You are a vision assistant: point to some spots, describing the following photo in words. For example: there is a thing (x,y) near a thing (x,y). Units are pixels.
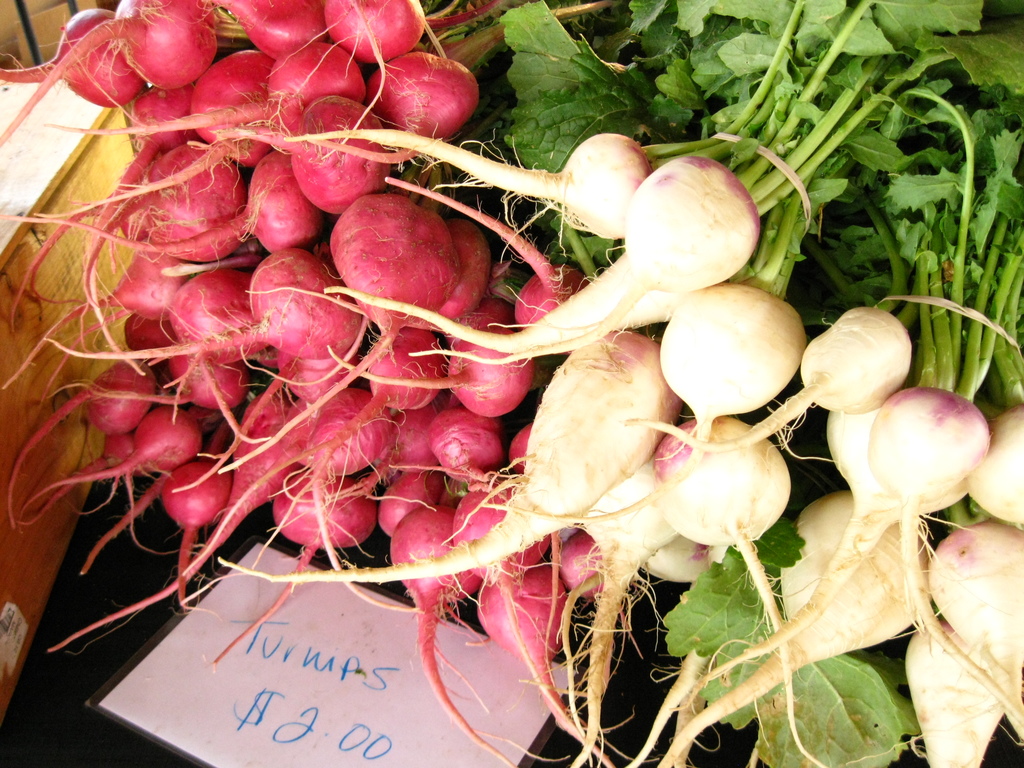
This picture is consists of red turnips (357,507) and white turnips (734,464) in the image.
